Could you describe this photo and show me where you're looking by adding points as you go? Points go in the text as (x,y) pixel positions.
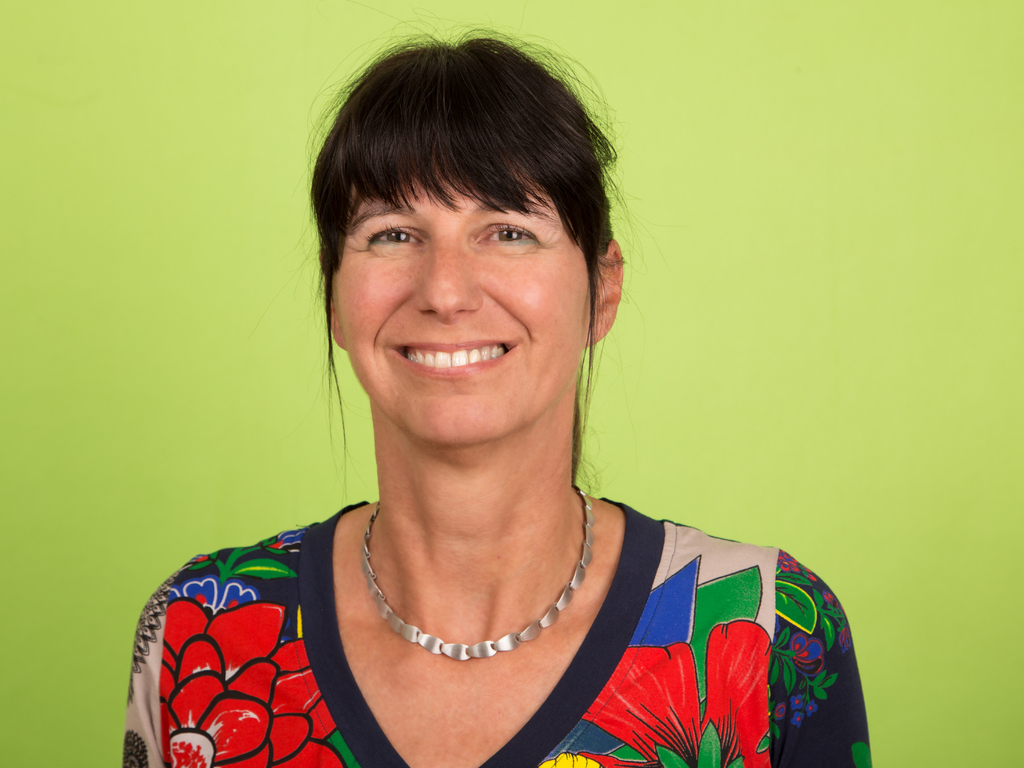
In the image we can see a woman (525,570) in the middle of the image (459,503). She is wearing clothes (557,692), neck chain (498,646) and she is smiling. The background (858,246) is parrot green in color.
